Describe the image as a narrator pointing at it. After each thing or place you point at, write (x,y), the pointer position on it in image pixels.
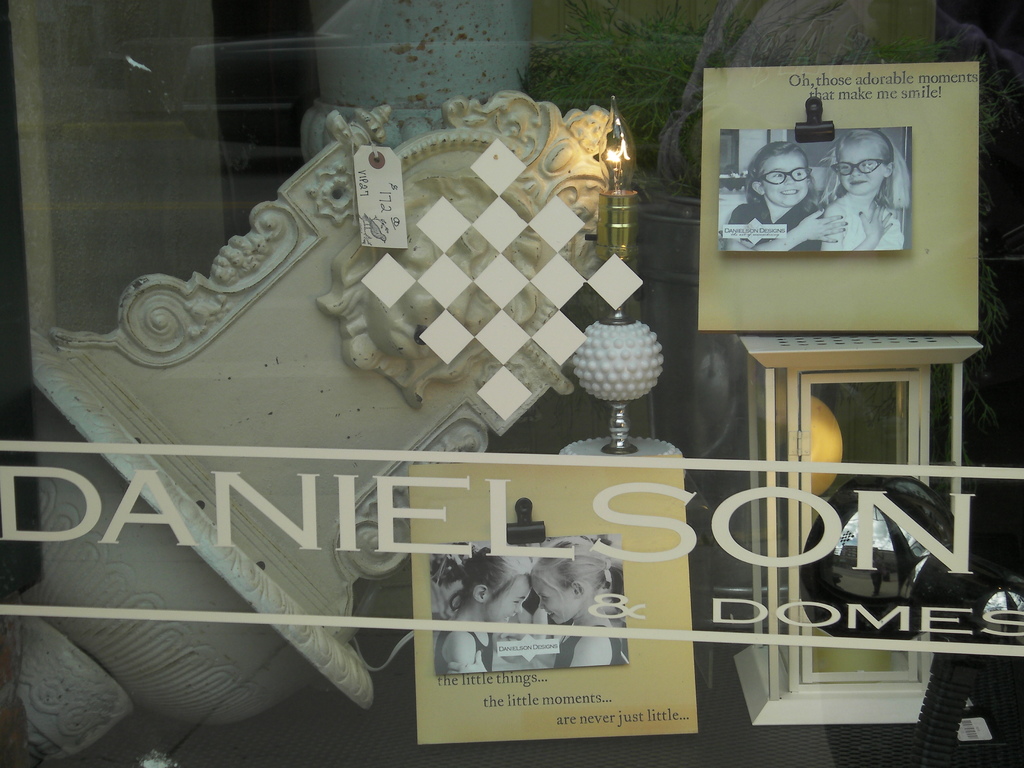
In the foreground of this picture (578,333), there are photo frame (844,297) on a lantern (852,393), a stone structure (206,320), a lamp (633,332), another frame (556,666) are present behind the glass (426,619) and also a text (913,535) written on it as "Danielson".
